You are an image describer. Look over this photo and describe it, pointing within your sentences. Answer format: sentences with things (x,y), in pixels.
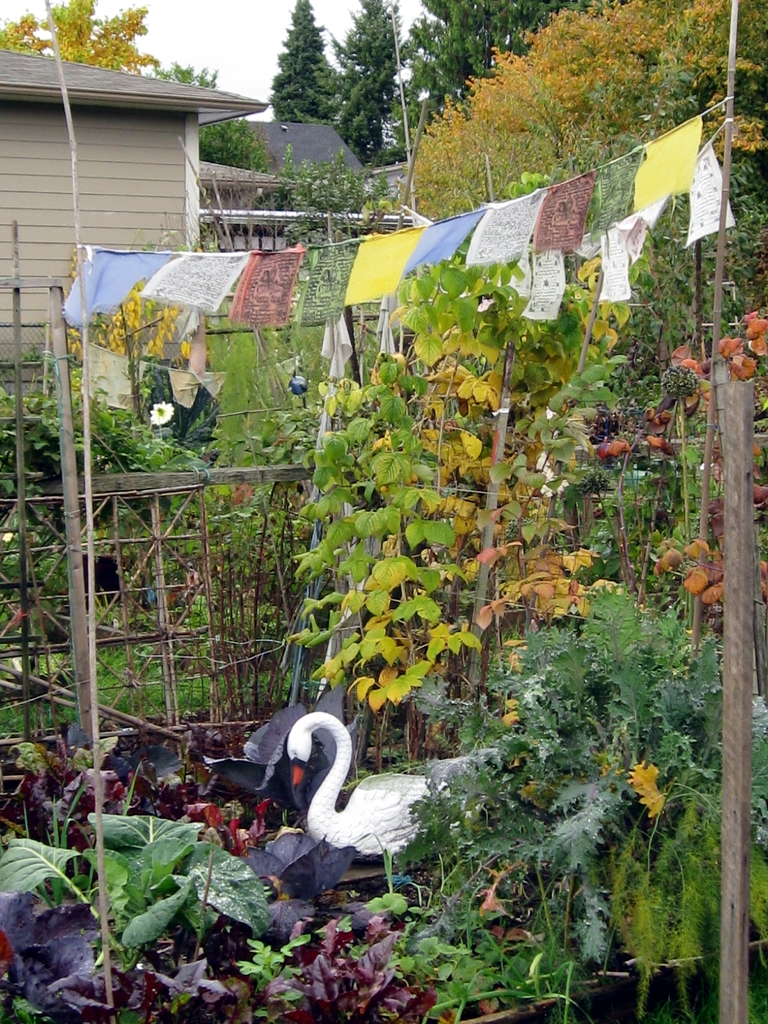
In the center of the image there is a depiction of swan (321,722). In the background of the image (520,111) there are trees (456,66). There is a house (36,309) at the left side of the image (34,298). At the bottom of the image (308,988) there are plants (284,986).
